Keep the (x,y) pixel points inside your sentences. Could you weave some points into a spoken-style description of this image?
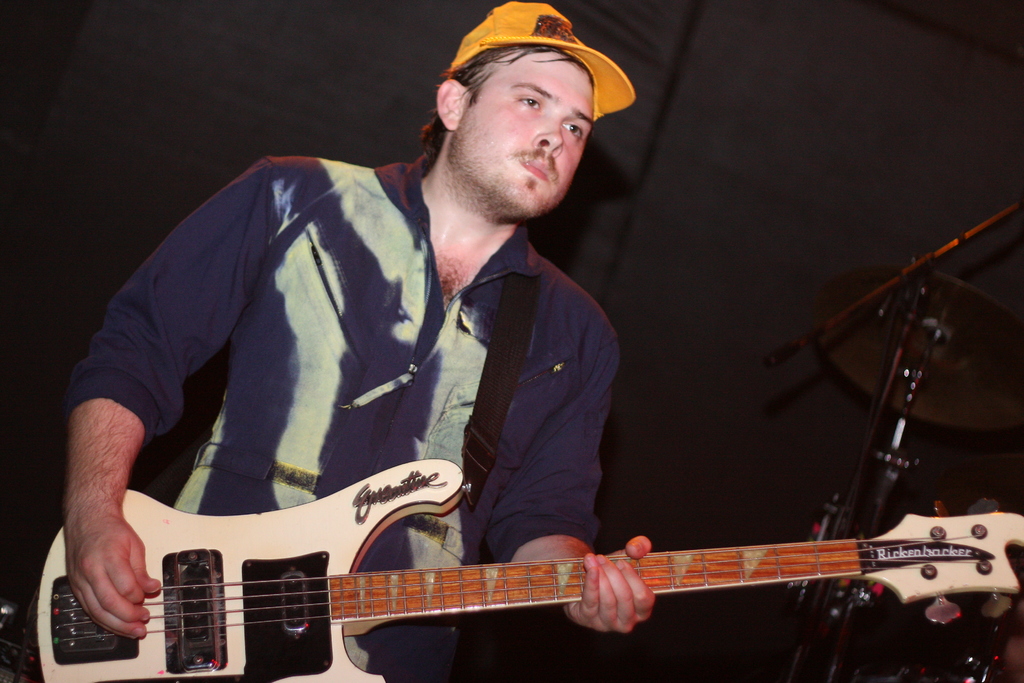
He is standing and he's playing a guitar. He's wearing a cap (550,25).
